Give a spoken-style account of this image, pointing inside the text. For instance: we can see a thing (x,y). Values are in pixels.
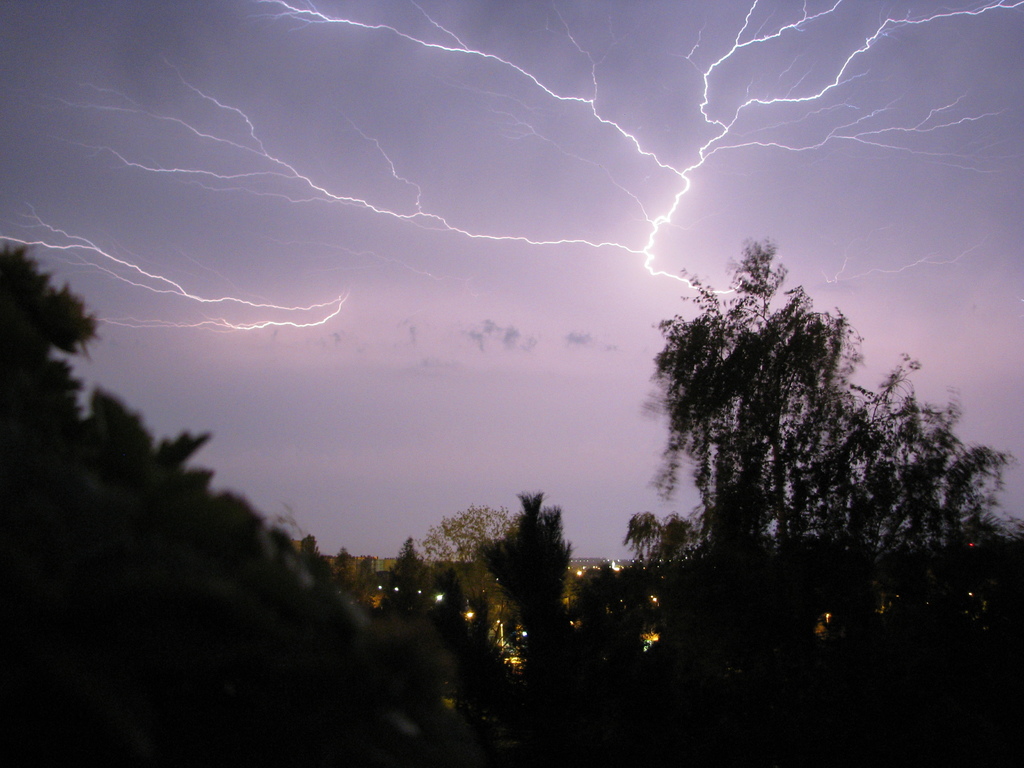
This is an image clicked in the dark. At the bottom of this image (336,632) I can see some trees (756,631) and lights (439,595). On the top of the image (194,128) I can see the thunders (643,214) in the sky (346,171).
